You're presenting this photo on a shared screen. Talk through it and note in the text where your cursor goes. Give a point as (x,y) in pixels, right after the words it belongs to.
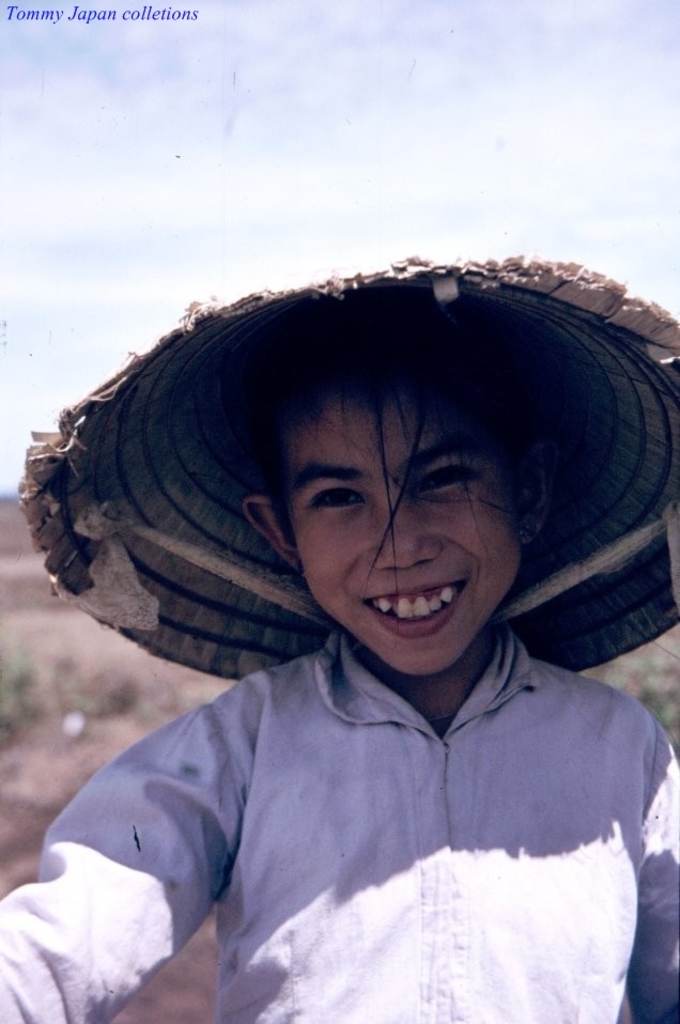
In this picture there is a boy (569,818) with hat (564,287) is standing and smiling. At the back (74,699) there are plants (8,674). At the top (341,129) there is sky (415,63) and there are clouds (391,101). At the top left (146,9) there is text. At the bottom (41,757) there is ground (47,726).
